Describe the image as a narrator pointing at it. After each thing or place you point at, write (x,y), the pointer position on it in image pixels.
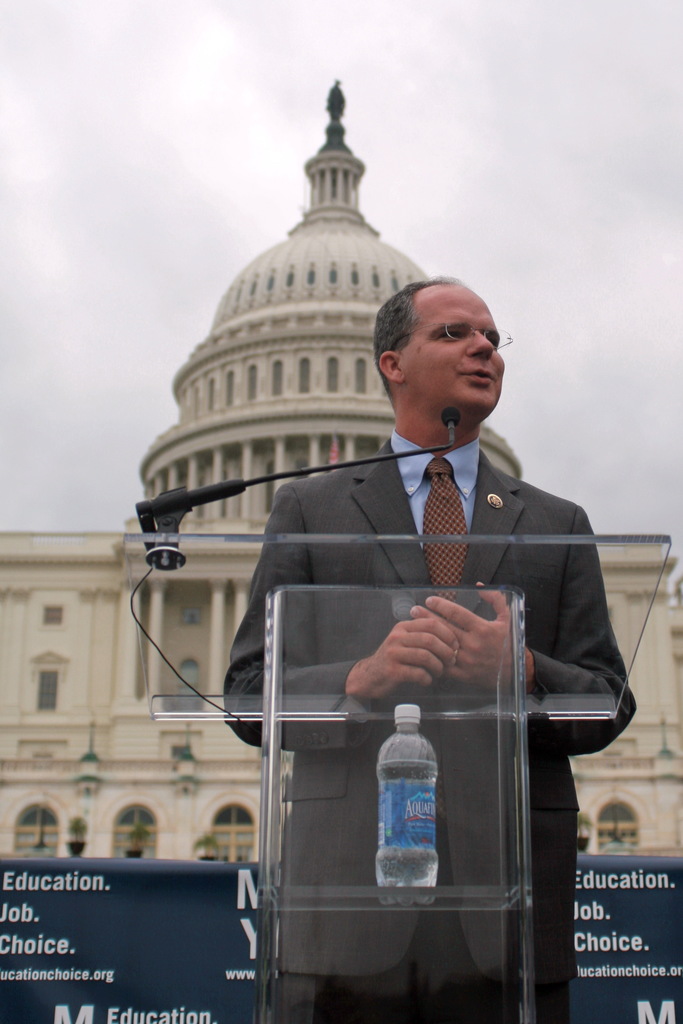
in the picture we can see a person (433,353) standing near the podium (360,730) and talking something in the microphone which is present in front of him, here we can also see a water bottle (429,750) present in the podium (319,886), here we can see a banner (184,881) with the letters (58,940) back of the person (438,500) we can see a building (370,263), where we can also see a cloudy sky (281,77).
